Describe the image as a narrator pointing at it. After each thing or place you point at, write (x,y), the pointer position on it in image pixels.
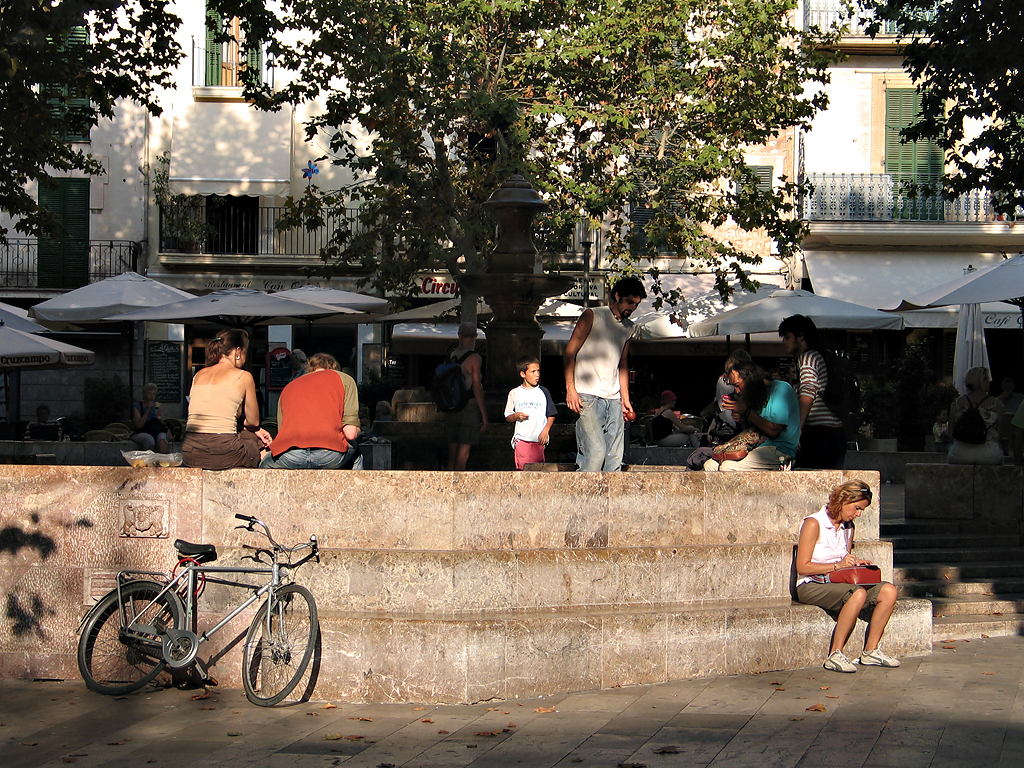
In this image on the left side (147,624) I can see a bicycle (158,637). I can see some people (307,452). In the background (442,144), I can see the trees (485,127) and the buildings (893,161).
